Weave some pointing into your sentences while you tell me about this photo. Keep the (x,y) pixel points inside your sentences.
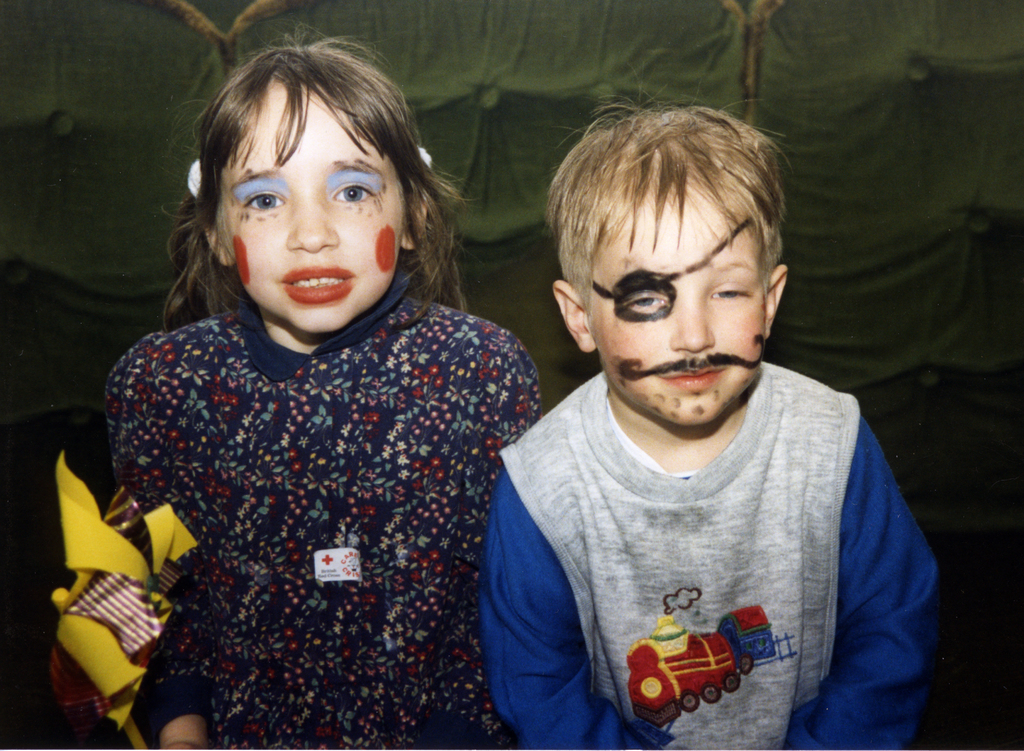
In this picture there are two persons (501,432) standing and at the back (49,35) there is a curtain (40,18).
